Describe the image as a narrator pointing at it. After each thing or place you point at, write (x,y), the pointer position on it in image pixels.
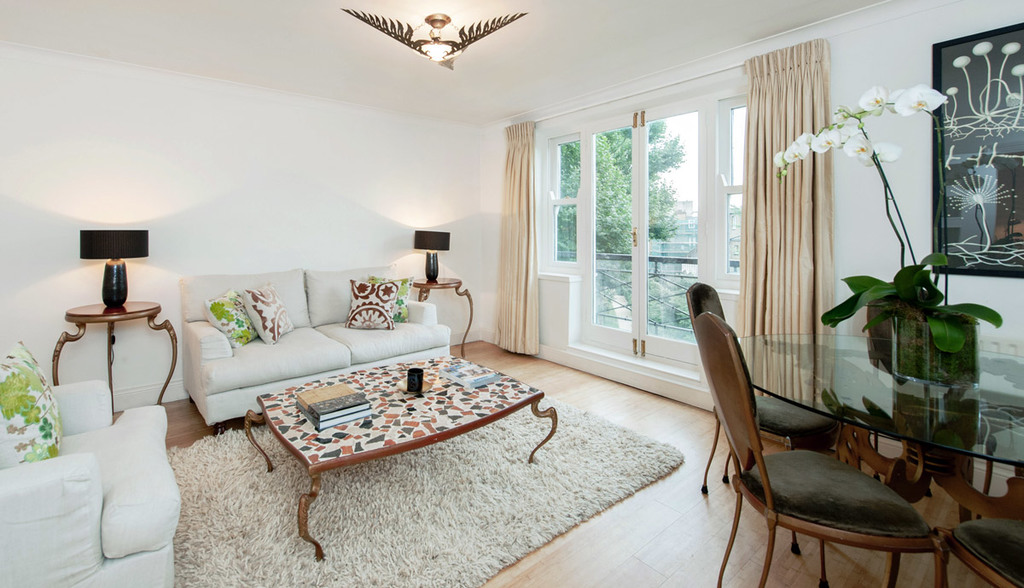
A picture inside of a room (484,266). These are couches (103,450) with pillows (391,314). On a table (109,322) there is a lantern lamp (107,290). On this table (367,371) there are books (366,405) and cup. A floor (656,547) with carpet (503,520). We can able to see chairs (934,535) and table (966,436). On this table (927,405) there is a plant (924,318). A picture (987,140) on wall (869,63). A window (724,180) with curtain (770,205). Outside of this window (672,228) we can able to see trees (672,202).
